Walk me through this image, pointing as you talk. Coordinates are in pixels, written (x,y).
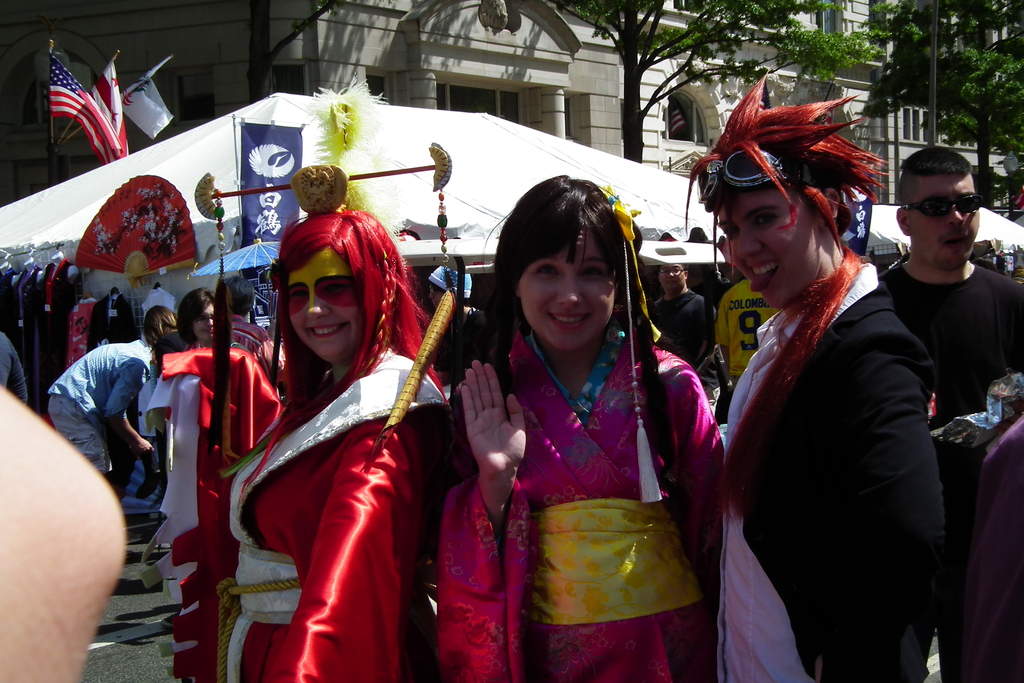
In this image there are three people (556,618) standing in the center (505,283) wearing colored dresses (527,572) behind there is a white tent (561,152) and a few flags (95,146) on it, in the background (130,383) there are many people (915,160), trees (1003,128) and a building (493,101).
